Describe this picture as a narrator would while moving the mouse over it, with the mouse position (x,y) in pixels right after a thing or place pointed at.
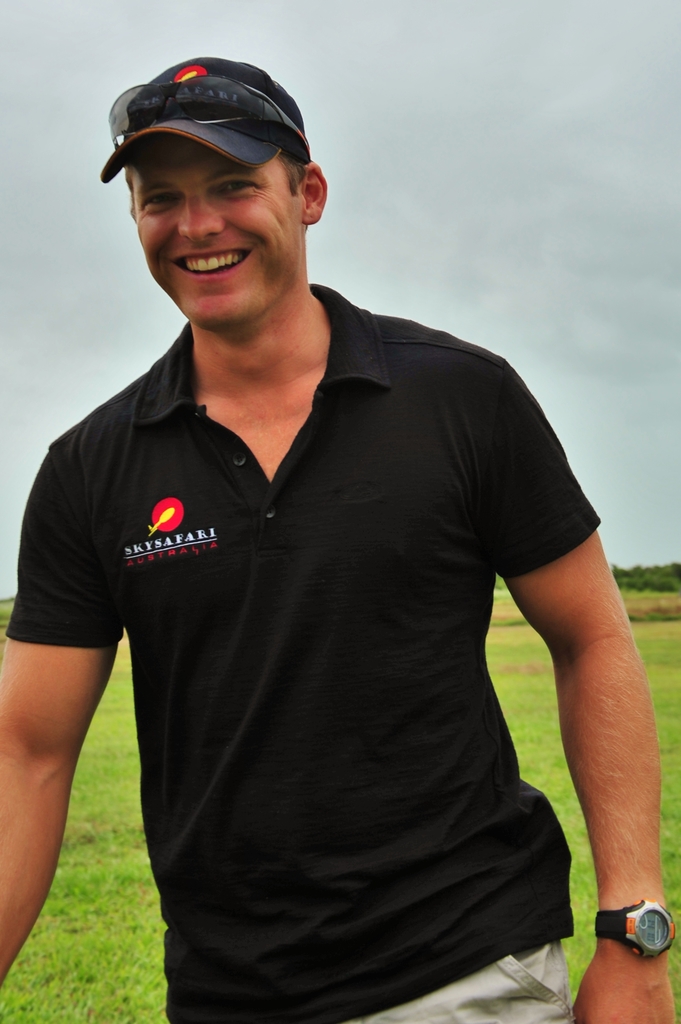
In this picture I can see a man (303,661) is standing and smiling. The man (231,360) is wearing a cap (220,135), shades (224,112), a black color t-shirt (355,758) and a watch (631,909). In the background (401,294) I can see grass (561,776), trees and the sky (450,253).
